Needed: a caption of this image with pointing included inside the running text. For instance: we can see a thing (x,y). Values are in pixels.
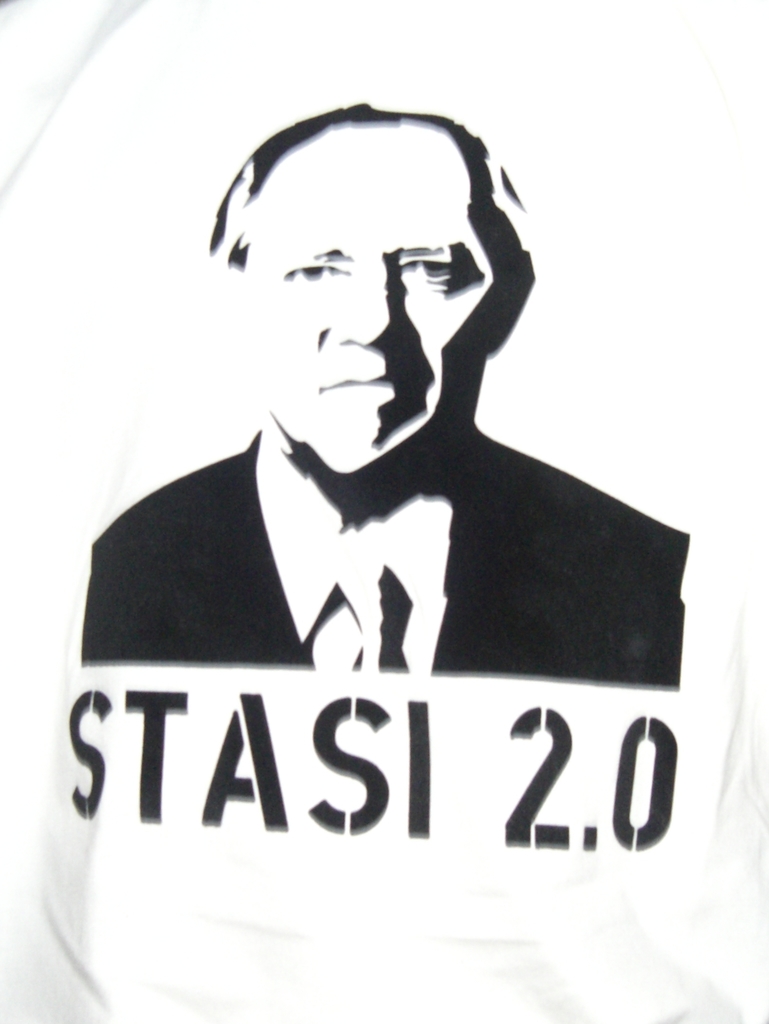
Here we can see poster (358,197) of a person (288,569).
